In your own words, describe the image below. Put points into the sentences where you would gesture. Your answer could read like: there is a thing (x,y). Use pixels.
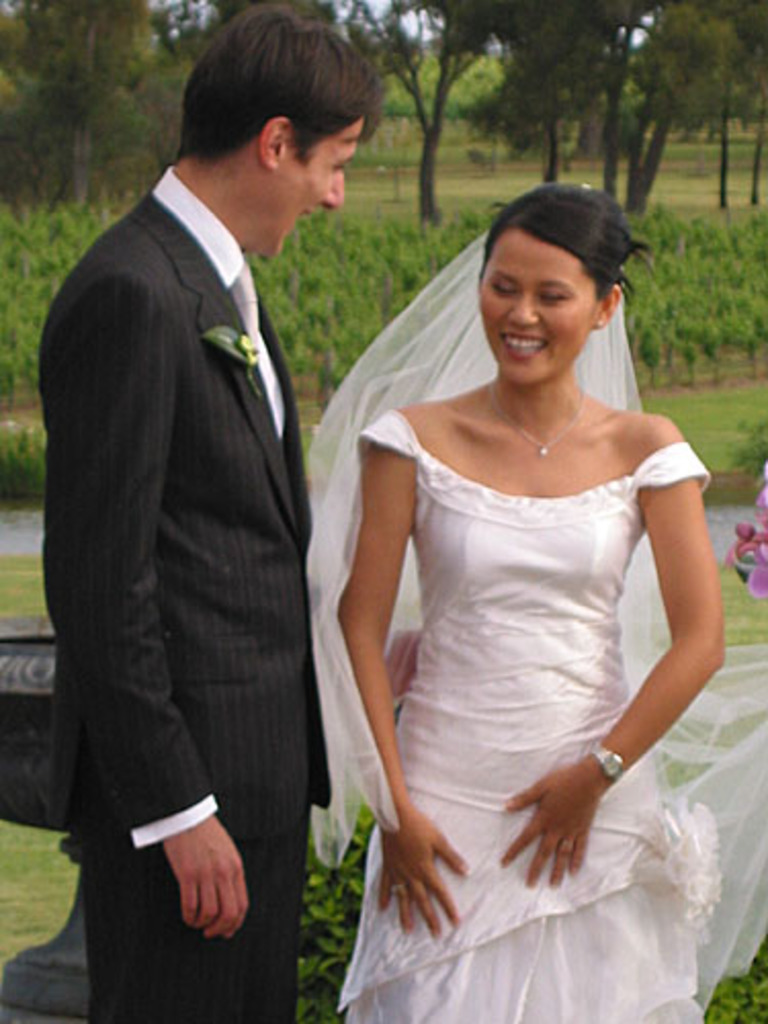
In this picture we can observe a couple (276,163). One of them is a man (170,523) wearing black color coat (229,453) and the other is a woman (446,518) wearing white color dress (462,681). Both of them are smiling. In the background (662,351) there are trees (537,98) and plants (662,351) on the ground (667,401).
